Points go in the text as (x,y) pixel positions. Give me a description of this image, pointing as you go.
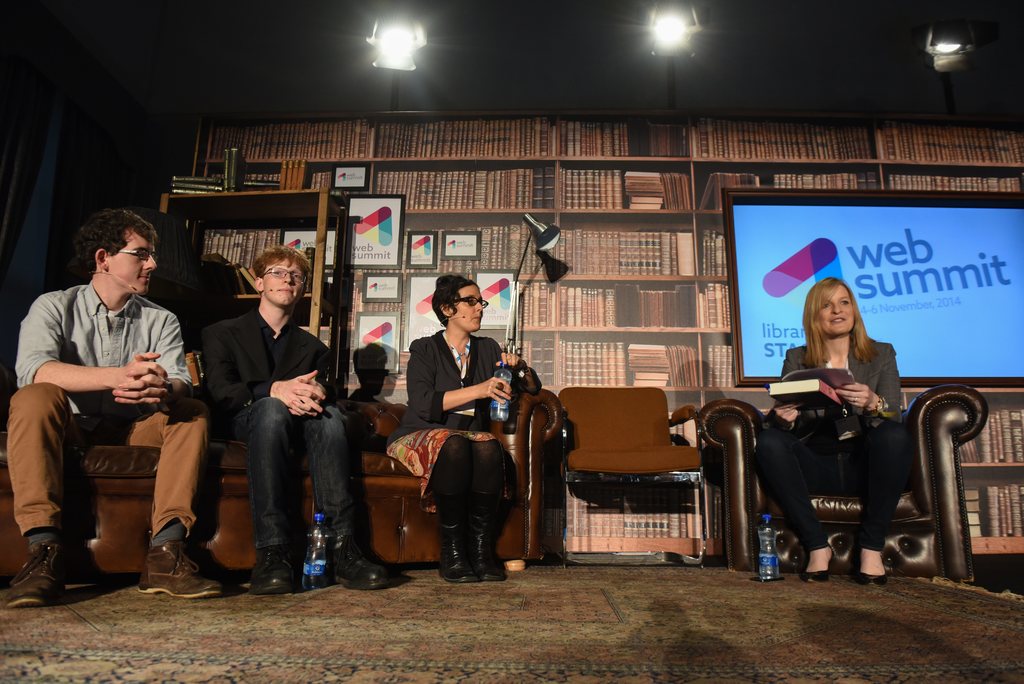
In the picture there are four people (479,473) sitting on the sofas (75,461), behind them there are some books (685,268) and frames (408,300), a lamp (541,237) and beside the lamp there is a screen (938,281) displaying some picture (853,254).
